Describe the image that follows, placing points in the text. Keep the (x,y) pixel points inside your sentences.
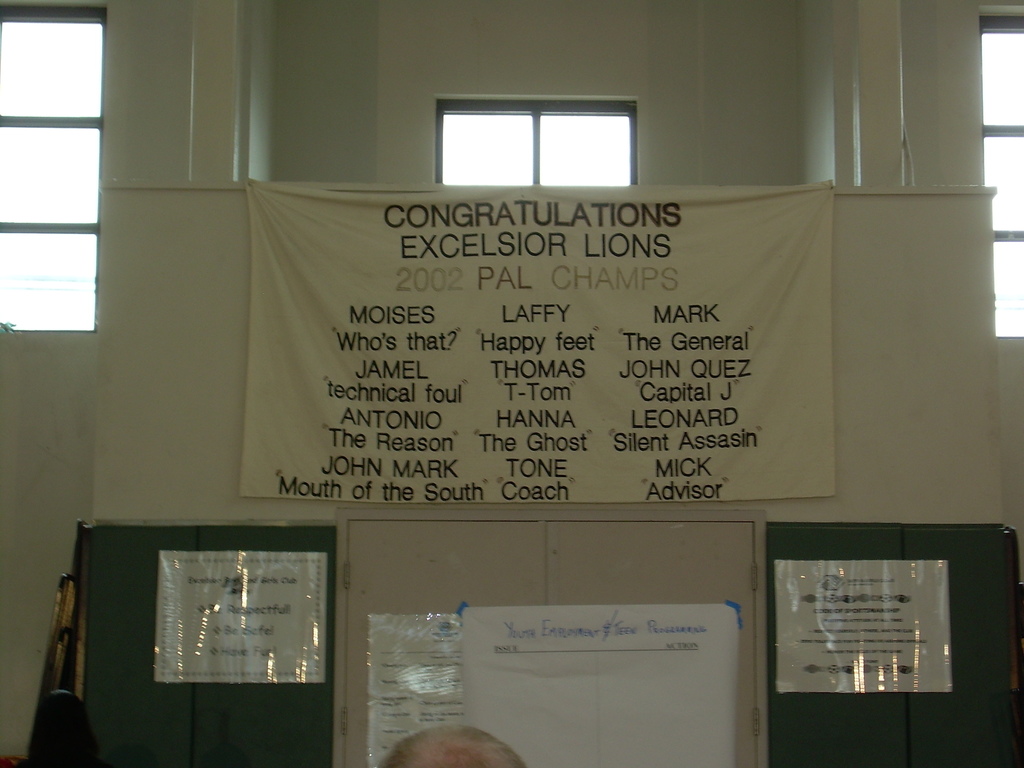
This image is taken indoors. In this image there is a wall (129,240) with windows (56,204). In the middle of the image (454,303) there is a banner (504,311) with a text (557,333) on it on the wall (923,346). At the bottom of the image (258,653) there are a few posters (569,653) with text (869,611) on them.
